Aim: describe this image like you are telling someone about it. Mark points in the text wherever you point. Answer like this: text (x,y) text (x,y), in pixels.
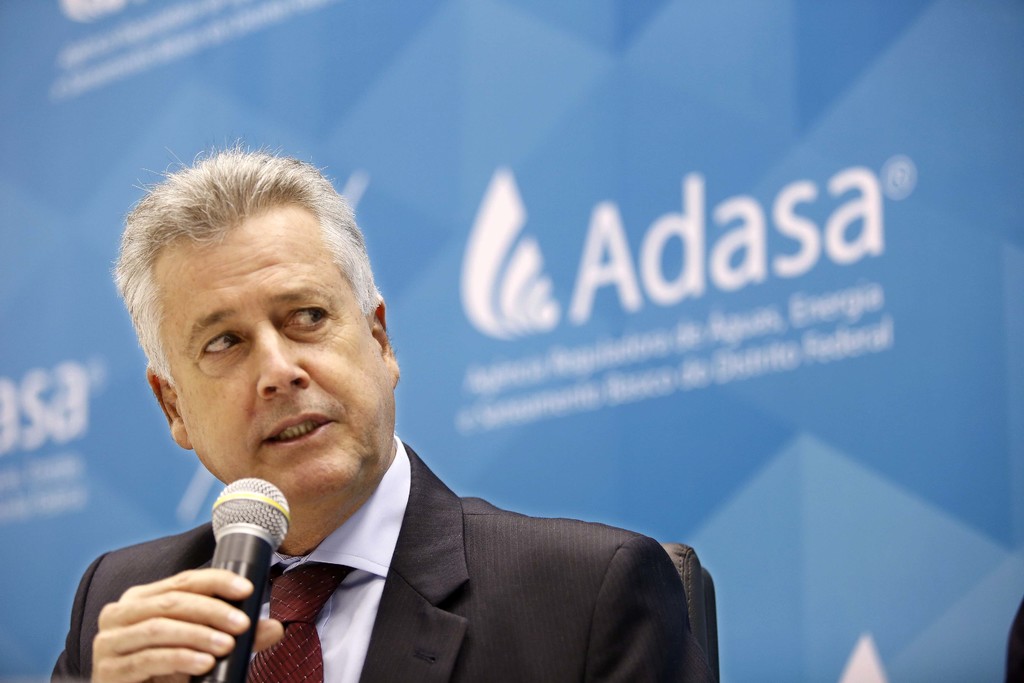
In the picture we can find a man (261,284) talking into microphone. The man (248,275) is wearing a blazer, tie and shirt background (496,138) we can find some hoarding (485,126) and advertisements (15,419).
